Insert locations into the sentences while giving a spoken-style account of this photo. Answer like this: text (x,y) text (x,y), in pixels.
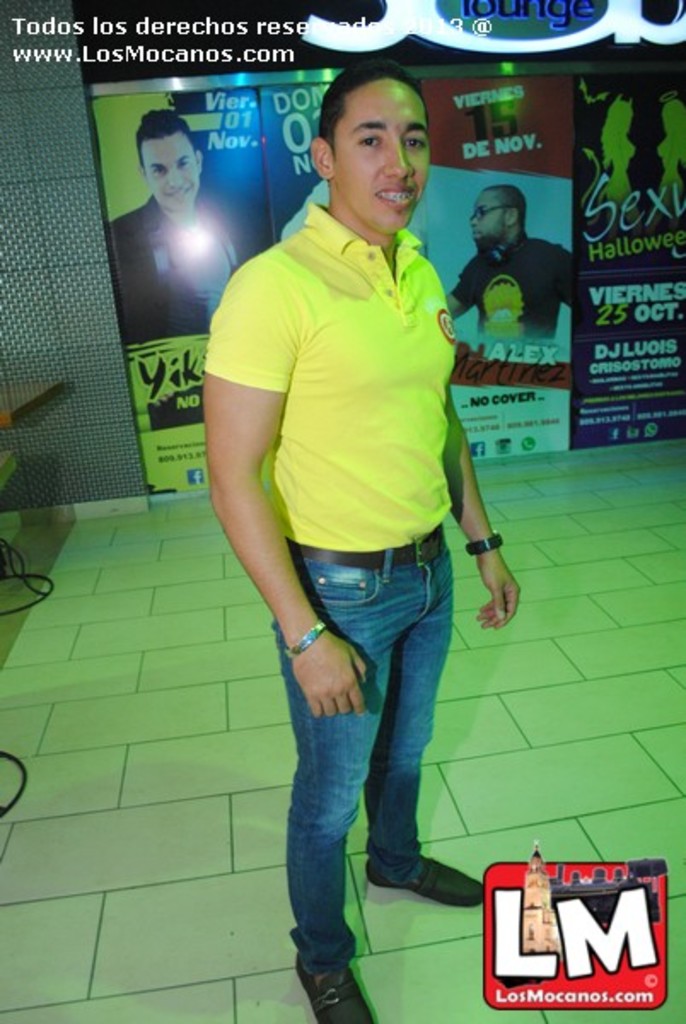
In this image we can see a man (313,584) standing on the floor (452,968). We can also see some wires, a table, a wall (119,476) and a board (662,68) with some pictures (220,246) and text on it.
